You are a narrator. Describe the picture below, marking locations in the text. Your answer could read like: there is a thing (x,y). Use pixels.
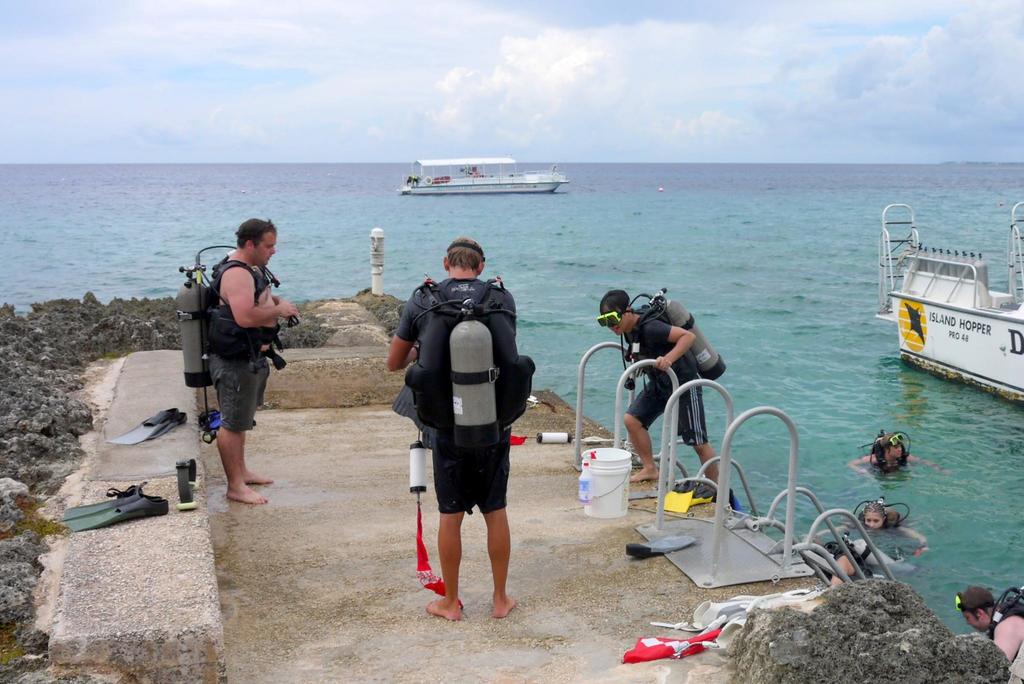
In this image we can three people (453,549) on the floor (549,549) wearing oxygen pipes (463,362). We can also see some pads (111,501), bottles (586,492), buckets (604,510) on the floor (604,576). On the backside (749,320) we can see some people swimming in the water (921,508) and some boats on it. On the backside (624,85) we can see the sky (582,122) which looks cloudy.
